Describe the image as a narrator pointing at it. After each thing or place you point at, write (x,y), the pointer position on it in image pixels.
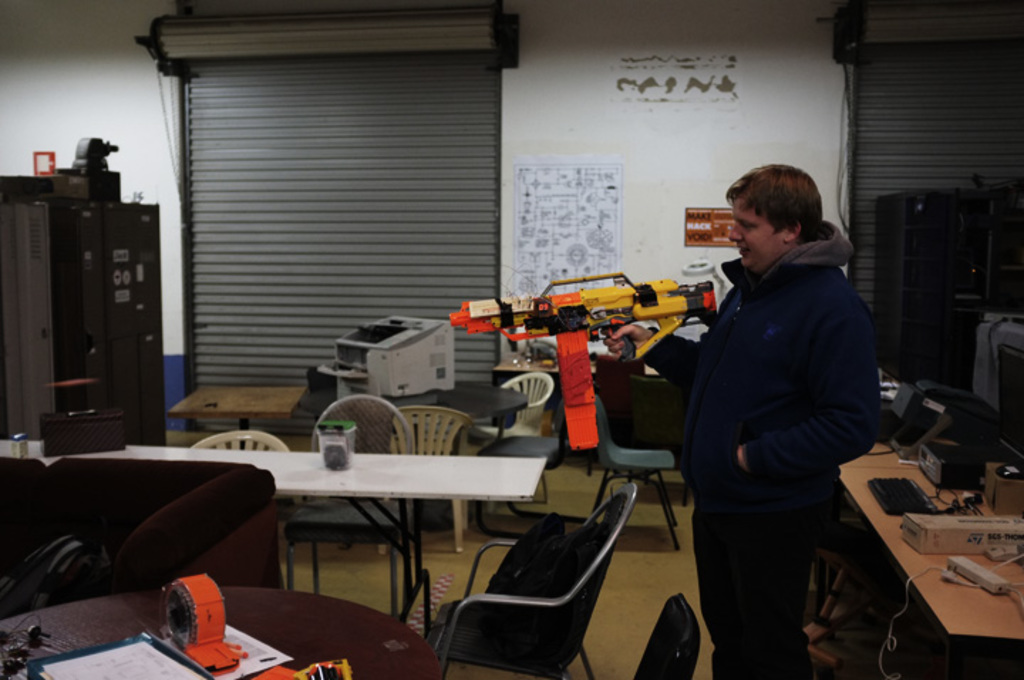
In this image, There are some tables (1002,571) and there are some objects (965,506) kept on the table (513,481), in the table (381,474) there is a white color table (428,485), In the right side (776,590) there is a man (778,425) standing and he is holding a object (625,313) which is in yellow color, In the background (414,225) there are some shutters (309,132) in gray color and there is a wall (668,107) in white color, There are some posters (580,183) pasted on the wall (624,150).
